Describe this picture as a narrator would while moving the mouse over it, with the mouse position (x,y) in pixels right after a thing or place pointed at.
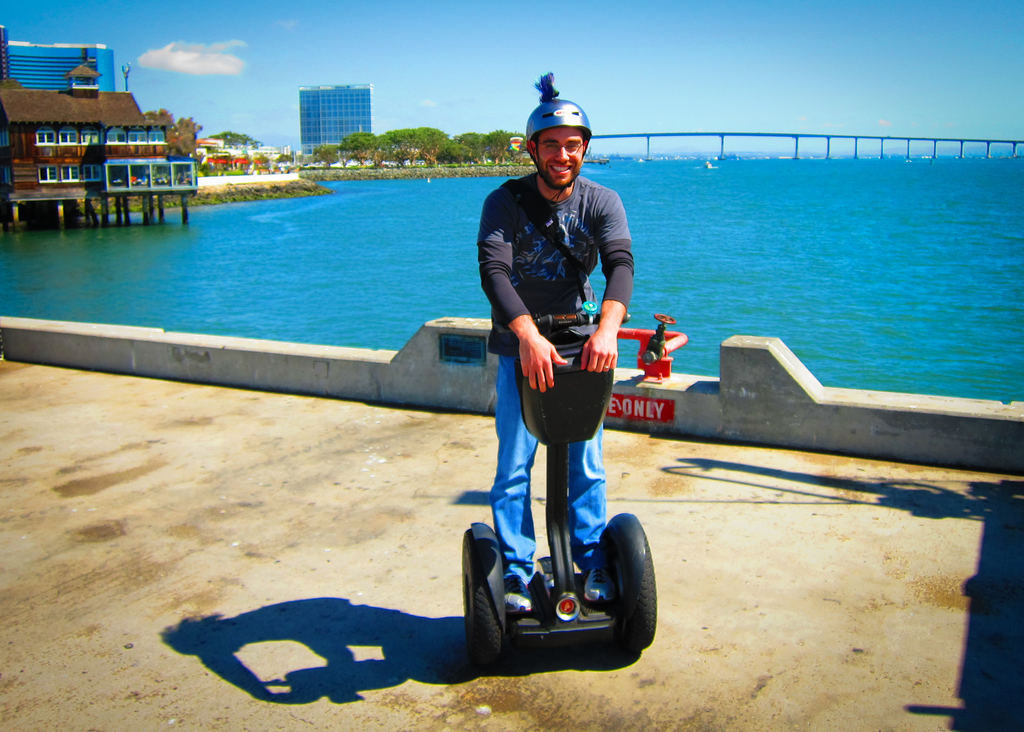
In the picture we can see a path (176,574) on it we can see a man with two wheels vehicle (489,647) holding it and he is with helmet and smiling and behind him we can see a wall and behind it we can see water (1010,192) which is blue in color and beside it we can see some houses (22,112) with glass windows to it and beside it we can see some trees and building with glasses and beside it we can see a bridge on the water (938,182) and behind it we can see sky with clouds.
